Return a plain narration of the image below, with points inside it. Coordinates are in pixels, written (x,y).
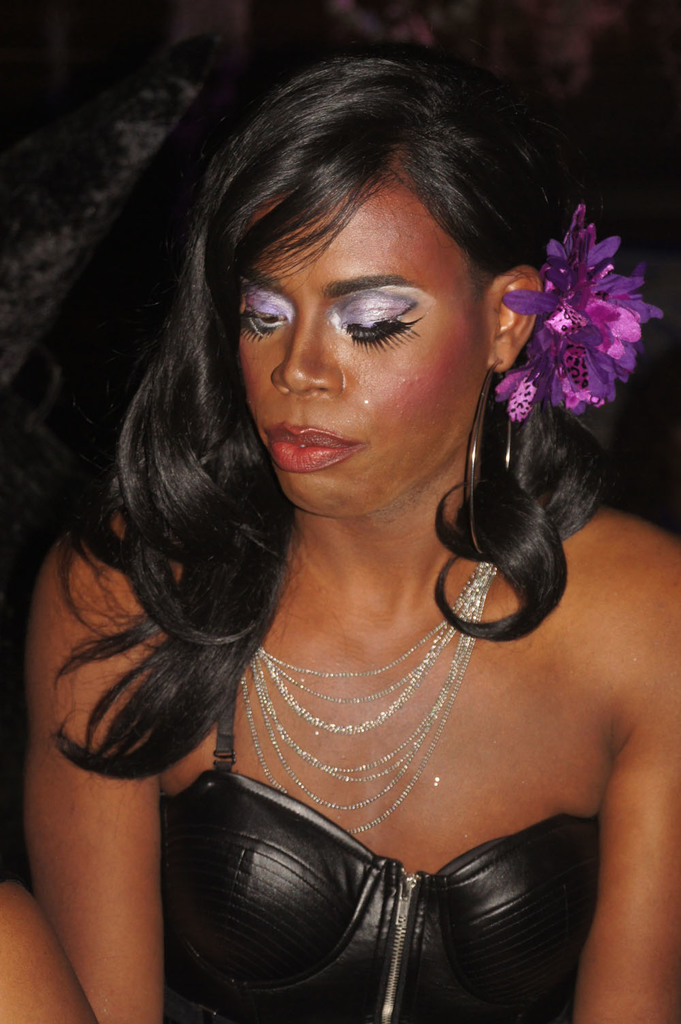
In this image, we can see a woman (143,978), she is wearing a black dress (386,938), there is a dark background (540,21).
